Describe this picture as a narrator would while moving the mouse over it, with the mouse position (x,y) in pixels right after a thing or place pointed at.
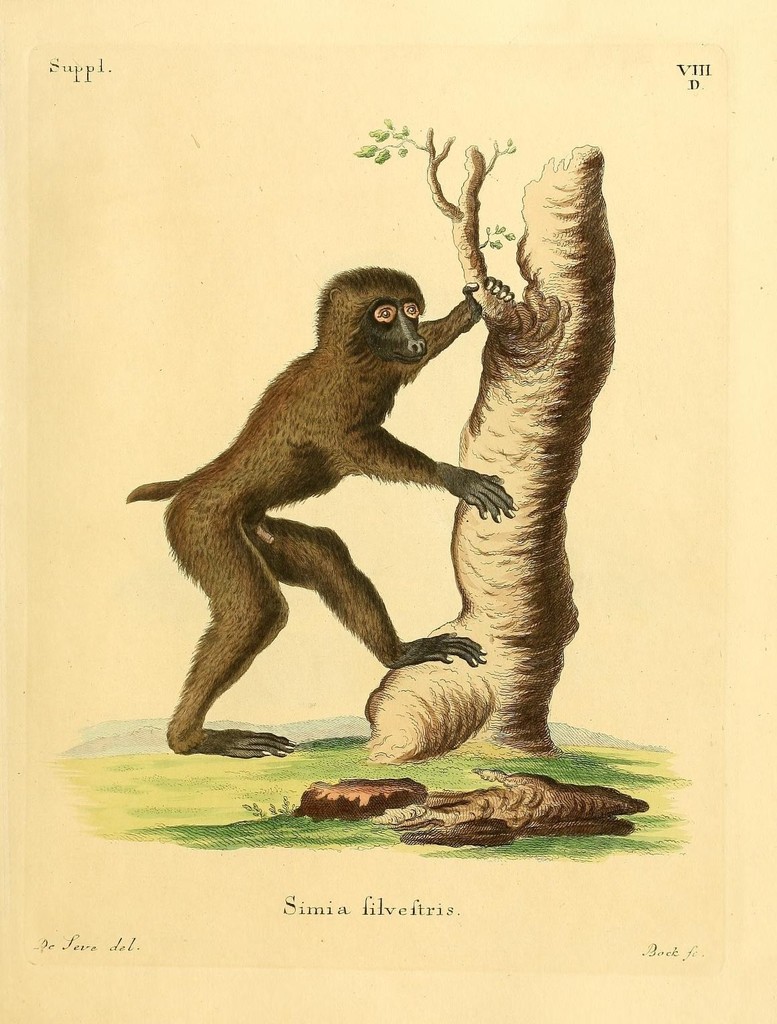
In this picture there is a painting (448,476) of a monkey (506,298) on the tree (531,235). At the back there are mountains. At the bottom (346,806) there are stones (311,786) and there is grass (243,796). At the top (58,61) and at the bottom (47,944) there is text (47,944). At the back (160,935) there is a cream color background (714,1001).
